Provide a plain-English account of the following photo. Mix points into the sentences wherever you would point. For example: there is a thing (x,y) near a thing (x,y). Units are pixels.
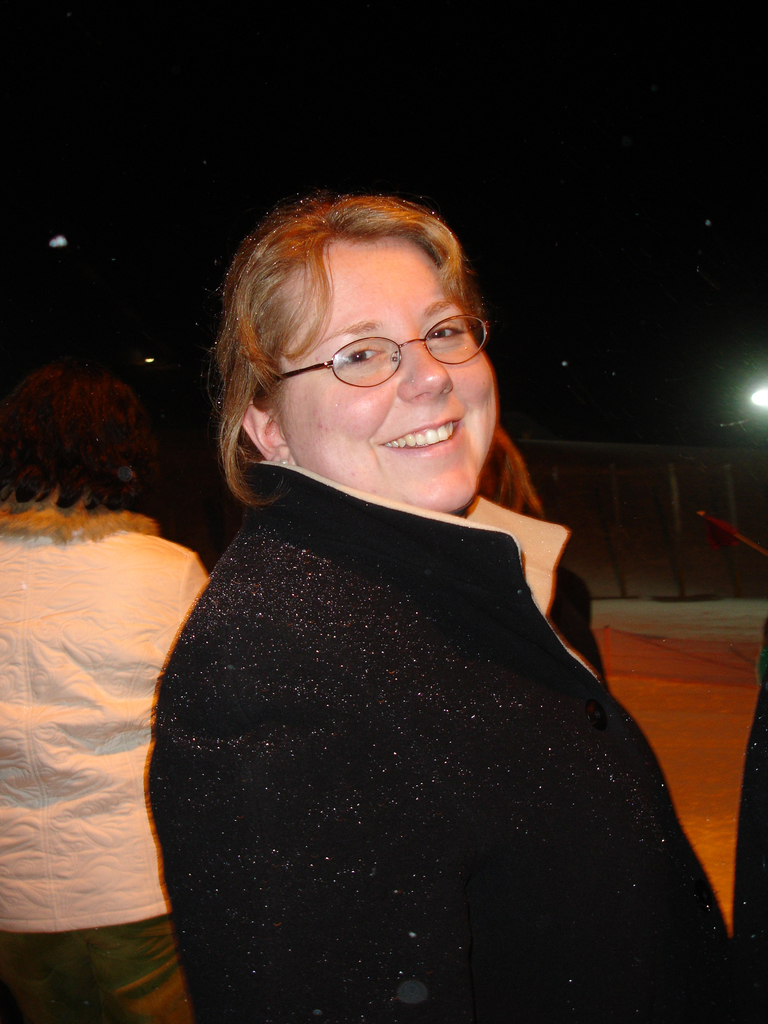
On the right side (626,926), there is a woman (370,526) in a black color jacket (342,519), wearing a spectacle (438,347) and smiling. On the left side (104,879), there is a person (67,711) in white color jacket (70,649), standing. In the background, there are lights (759,398). And the background (615,373) is dark in color.
